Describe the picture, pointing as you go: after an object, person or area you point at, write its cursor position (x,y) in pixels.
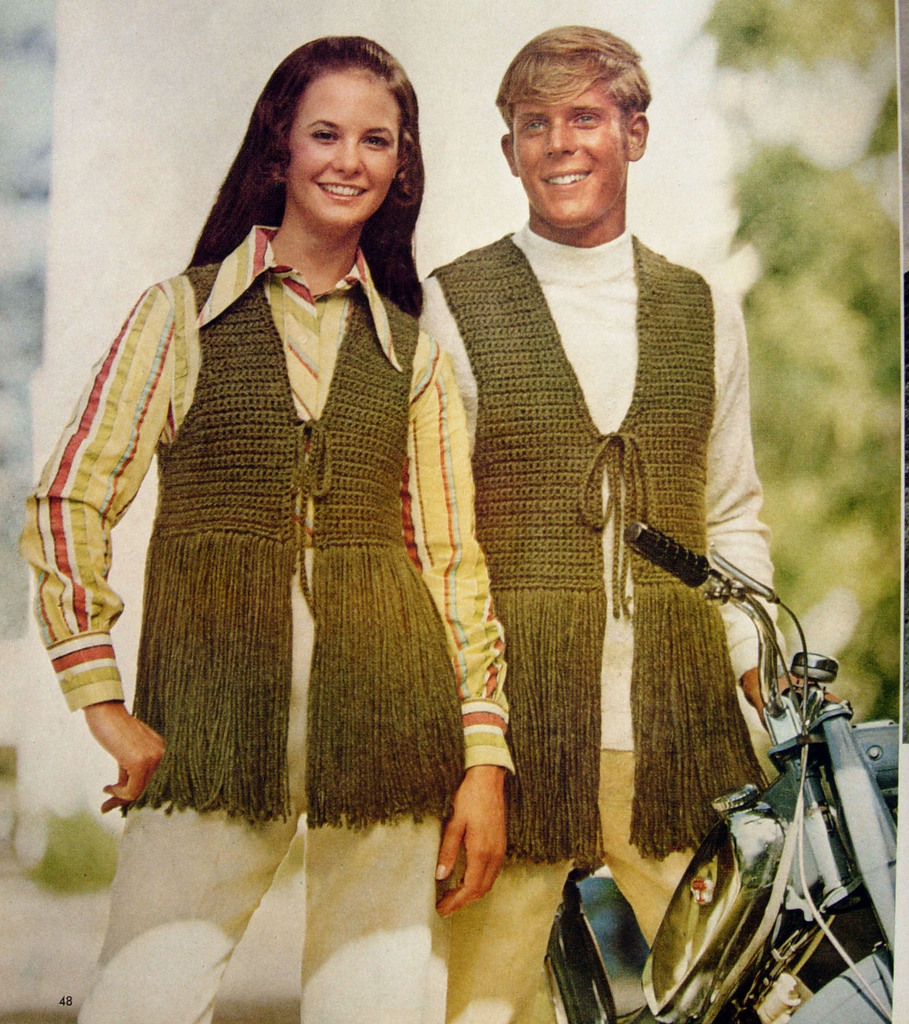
This image consists of a man (557,612) and a woman (331,656). They are wearing same coats (398,600). There is a bike (842,832) at the bottom (860,832). There is a tree (808,191) on the right side (775,421).
